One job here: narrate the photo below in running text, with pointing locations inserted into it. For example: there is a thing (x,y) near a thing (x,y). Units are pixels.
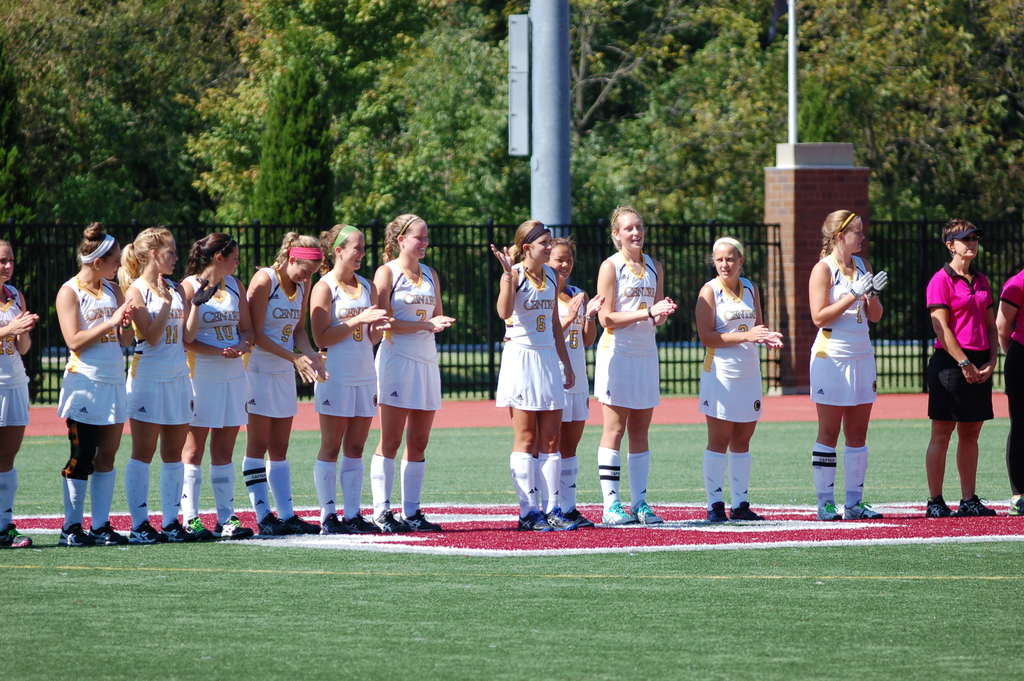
In this image I can see group of women (348,378) are standing. These women (541,349) are wearing white color dress (384,372). In the background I can see trees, fence (695,378) and the grass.
